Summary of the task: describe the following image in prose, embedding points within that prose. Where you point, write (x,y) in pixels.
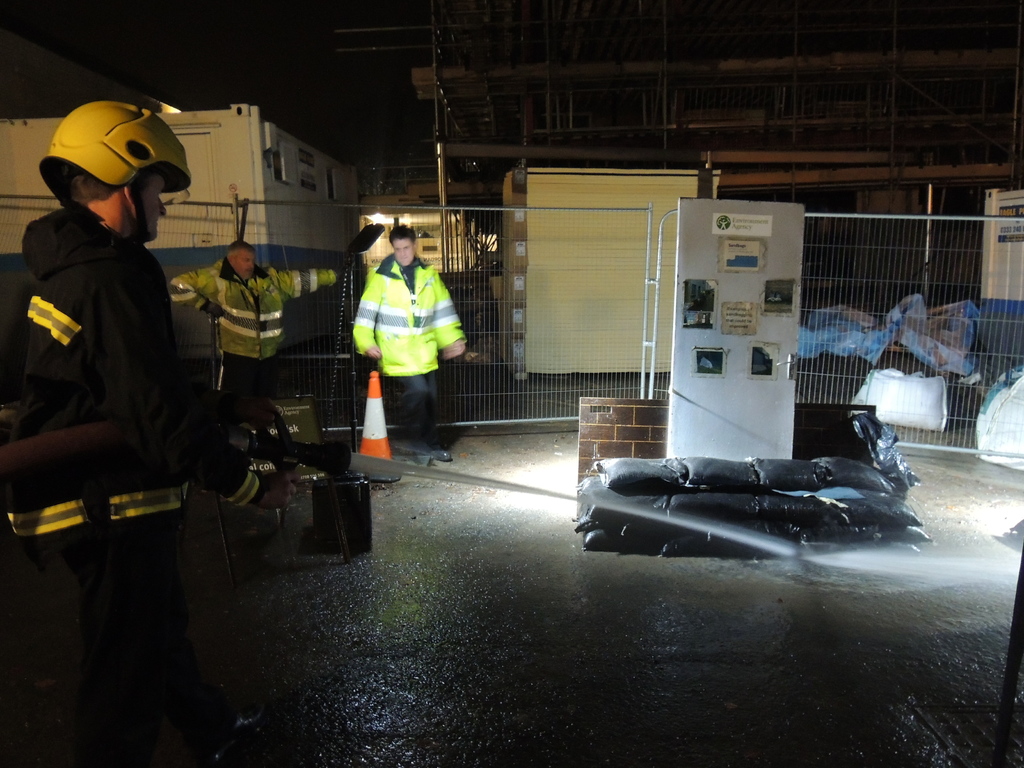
In this image on the left side (62,293) we can see a person (114,459) is holding a water pipe (240,453) in the hands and watering on the floor (678,570) with pressure. In the background (657,522) we can see two men (431,422) are standing on the floor (389,488) at the fence (278,267) and there are posters (733,254) attached to a board (725,273), bags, traffic cone (383,441), big metal boxes (352,182), poles (663,23), lights (380,216) and other objects (831,403).
